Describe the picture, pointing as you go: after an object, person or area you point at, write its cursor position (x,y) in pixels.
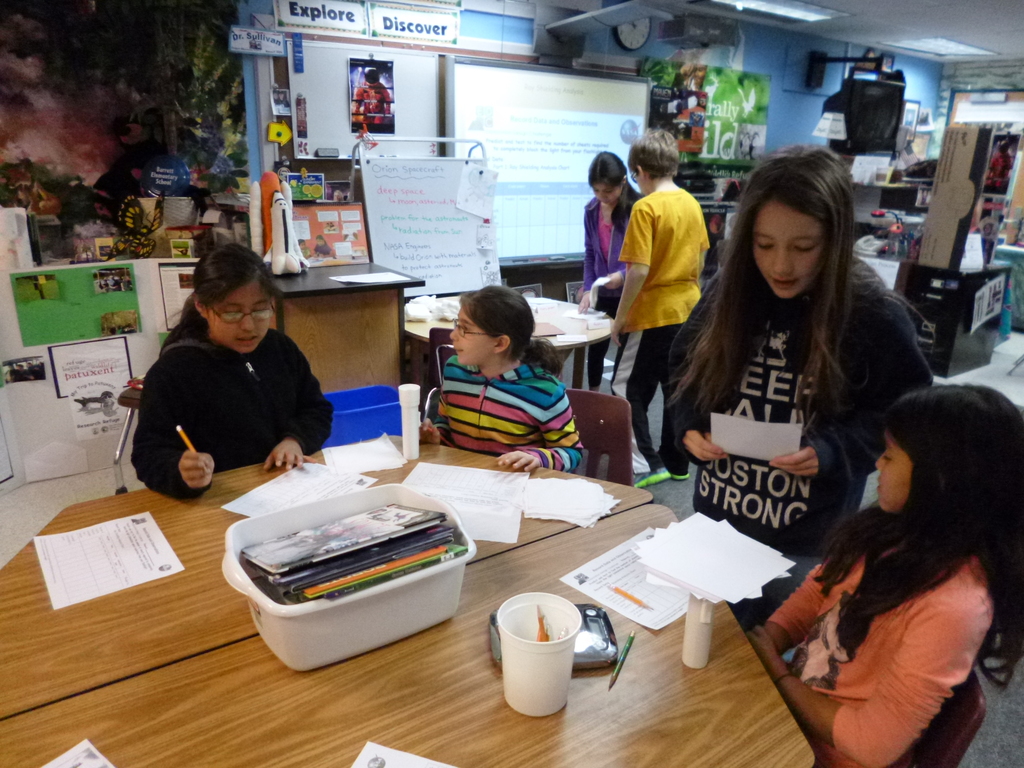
Here we can see a group of people (273,380) are sitting on the chair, and in front (525,547) here is the table (522,526) and papers (462,502) and some objects (435,549) on it, and at back a girl (725,344) is standing and holding the paper (790,430) in her hands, and here is the board (541,106), and here is the wall (803,114).
